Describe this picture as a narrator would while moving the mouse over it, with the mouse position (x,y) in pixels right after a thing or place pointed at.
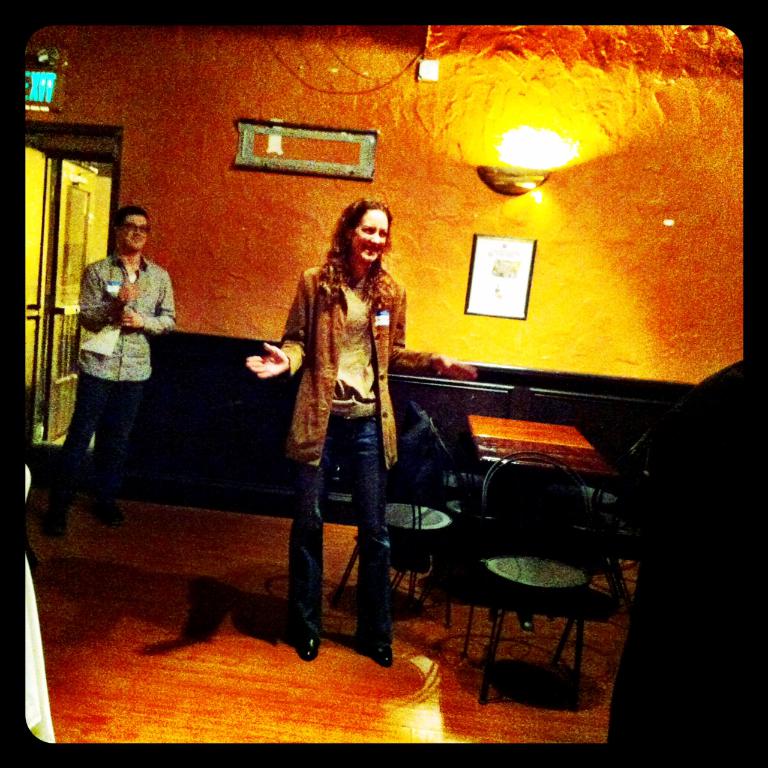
In this image we can see some people (381,490) standing on the floor (249,528). One person (121,271) is holding a paper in his hand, we can also see some chairs (530,522) and table (558,452) placed on the ground (369,668). In the background (505,294), we can see a photo frame (509,281) and a light (540,175) on the wall (99,118).
